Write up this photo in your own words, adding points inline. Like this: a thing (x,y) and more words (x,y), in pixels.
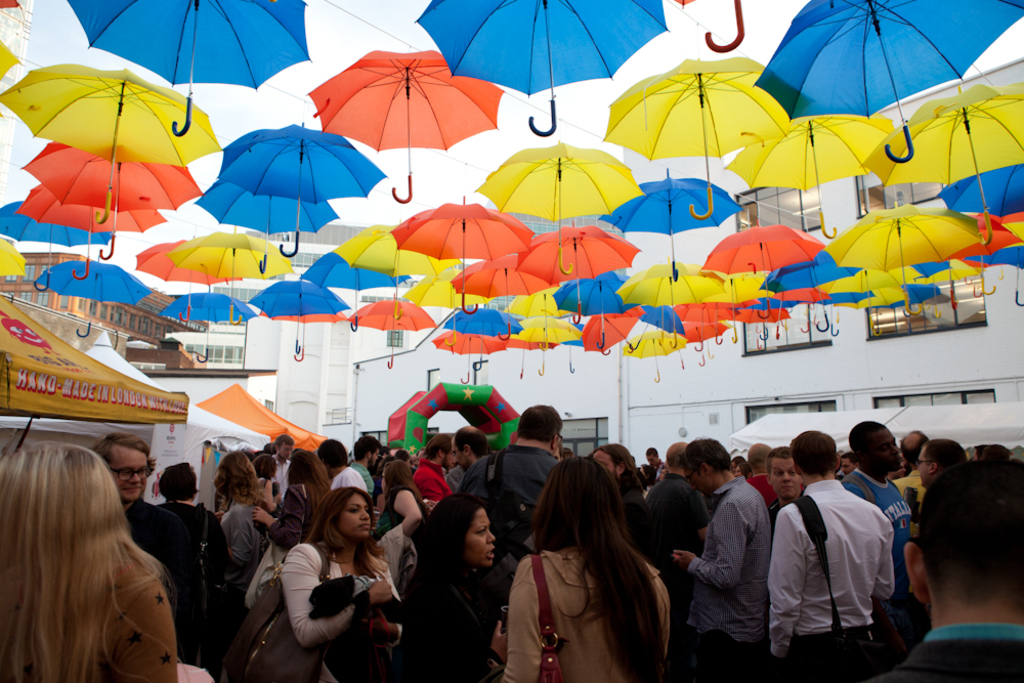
There are many people (654,530). On the left side (143,388) there are many tents (144,385). On the tent (68,353) something is written. On the right side (809,366) there are many buildings (825,374) with windows (801,411). On the top (810,160) there are many opened umbrellas (591,155). In the back (414,417) there is a green and red color thing (412,400).
